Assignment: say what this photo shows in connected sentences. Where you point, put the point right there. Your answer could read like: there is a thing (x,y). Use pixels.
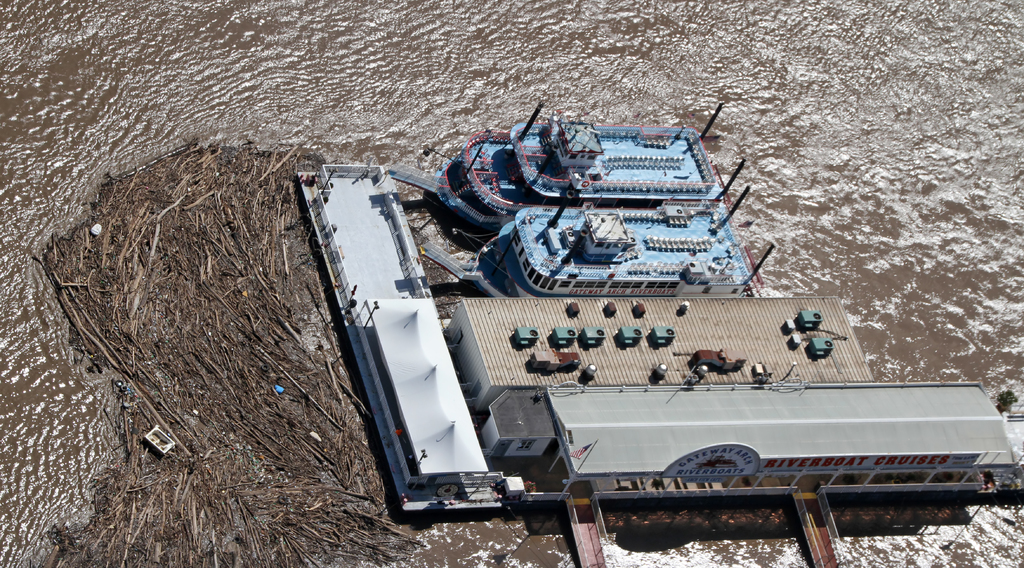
In this picture we can observe a dock (766,346). There are blue color ships (583,181) floating on the Water (457,137) near the dock (614,342). We can observe water (263,82) in the background (857,184).
